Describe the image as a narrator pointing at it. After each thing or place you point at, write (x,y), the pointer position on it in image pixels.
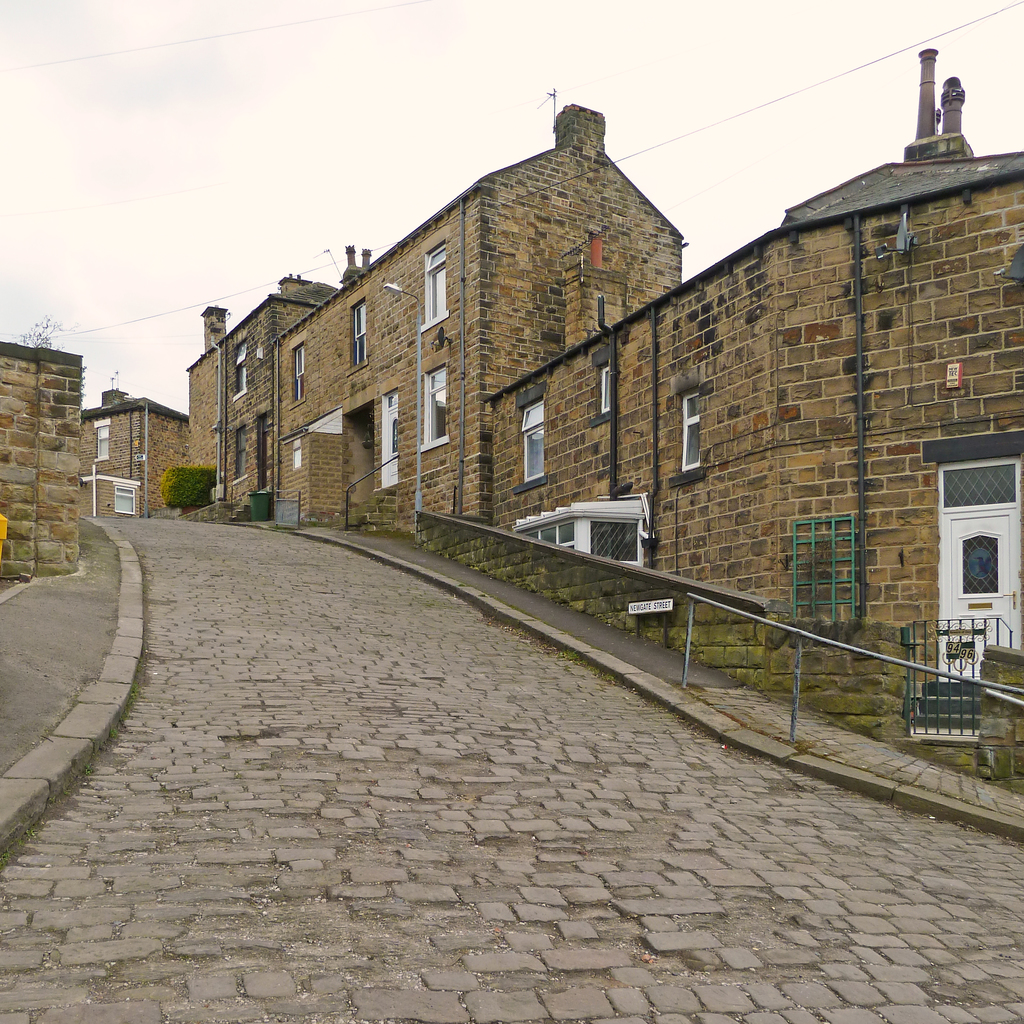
In the image we can see buildings (783,469) made up of stones (876,459) and these are the windows (429,322) of the building (387,340). Here we can see the door (988,597), fence (945,683), stairs (936,708), footpath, plant (176,496), electric wires (651,149) and the cloudy sky (192,147).
